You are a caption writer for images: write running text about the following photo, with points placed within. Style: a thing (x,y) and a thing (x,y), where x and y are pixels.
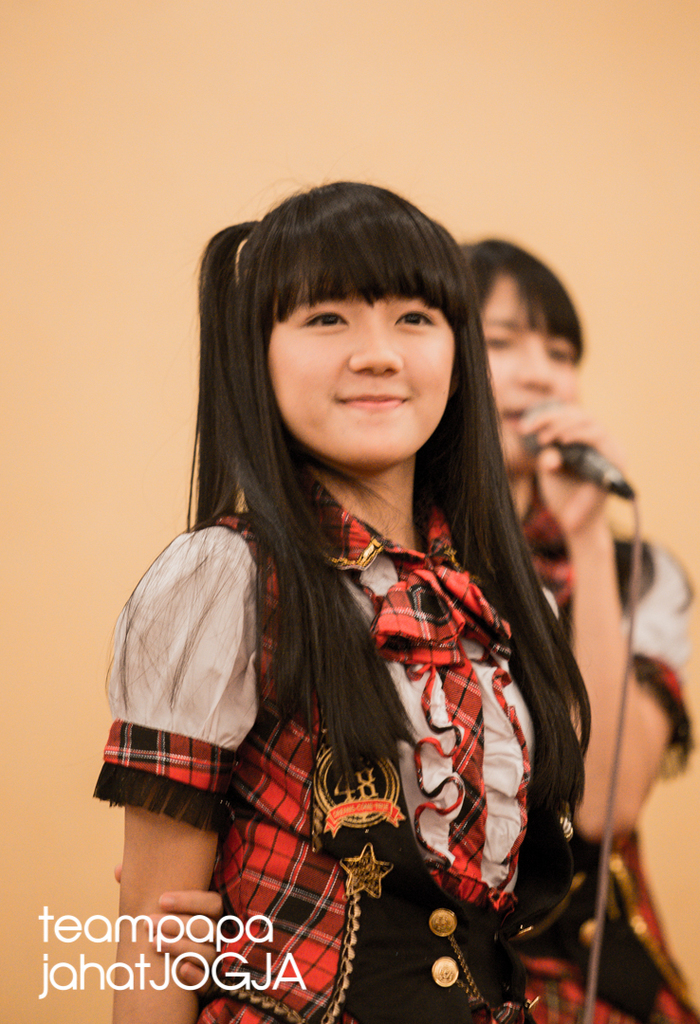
In the foreground of this image (358,774), there is a woman (399,770) standing in red and black dress (395,917) having smile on her face (367,382). In the background (507,351), there is an another woman (554,371) holding a mic (606,473) in her hand (565,424) and a creamy background (106,388).
